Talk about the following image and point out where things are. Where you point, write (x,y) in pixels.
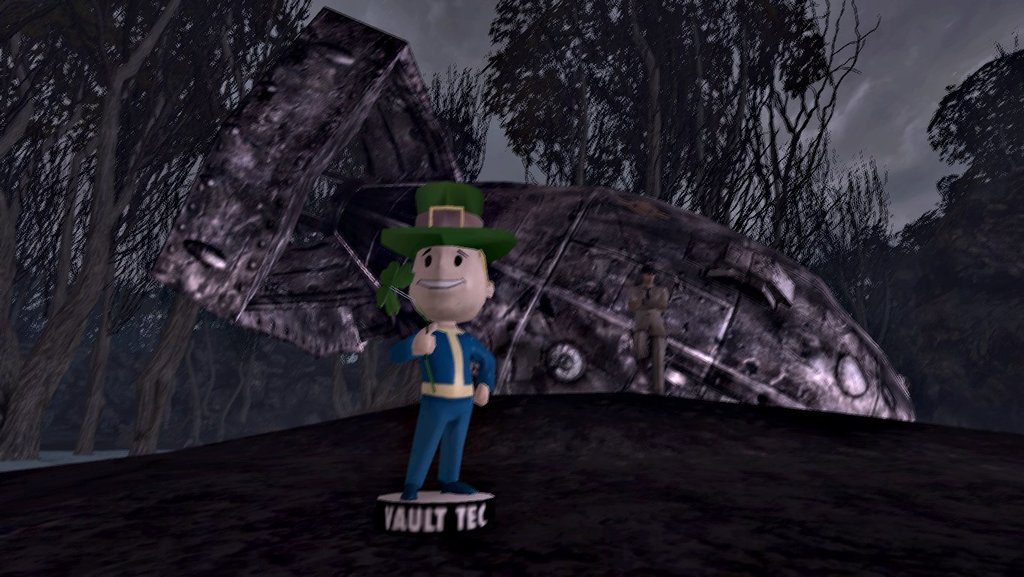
In this picture we can see toys (475,511) on the ground (687,489) and in the background (672,350) we can see some objects (733,317), trees (47,239), sky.
